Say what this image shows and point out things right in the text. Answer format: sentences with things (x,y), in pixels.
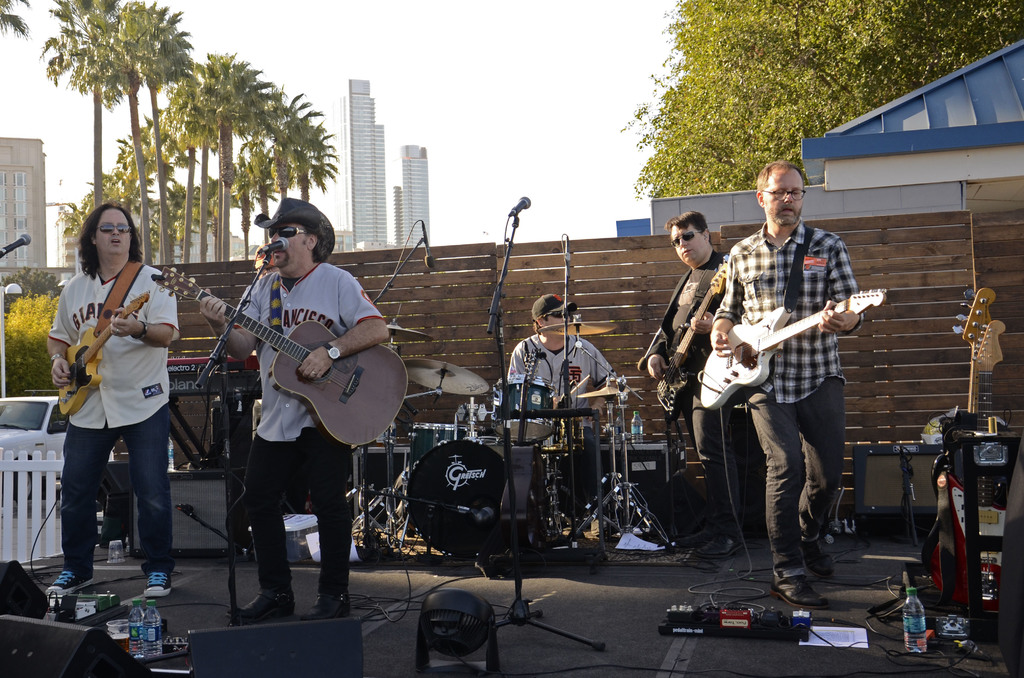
This image is clicked outside. This might be clicked in a musical concert. There are so many people (155,411) on the stage (897,526) who are playing musical instruments (472,444). There are mikes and there are so many musical instruments (446,532) in this image. There is a car (31,426) on the left side (20,418) and there is a building (2,165) on the left side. There are trees (287,156) on the left side (174,136) and right side (813,7). There is sky (409,73) on the top (322,86).
